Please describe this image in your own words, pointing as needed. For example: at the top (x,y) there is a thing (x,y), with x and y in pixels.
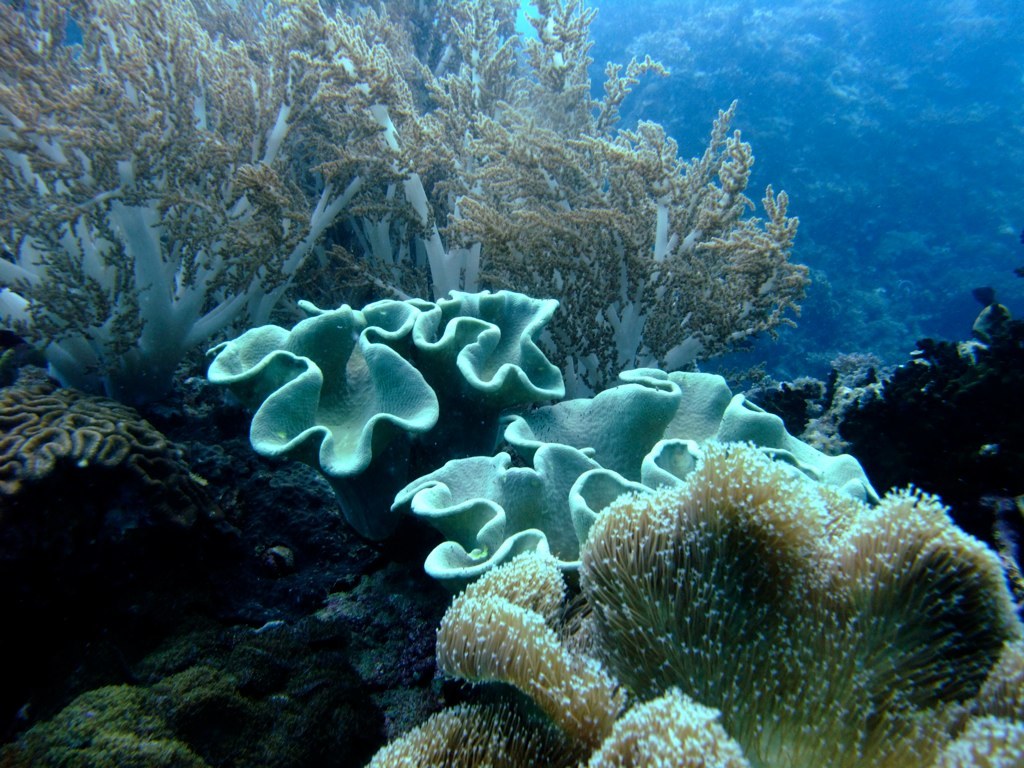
In the picture there are few underwater species (512,437). They are of different colors and shapes.
